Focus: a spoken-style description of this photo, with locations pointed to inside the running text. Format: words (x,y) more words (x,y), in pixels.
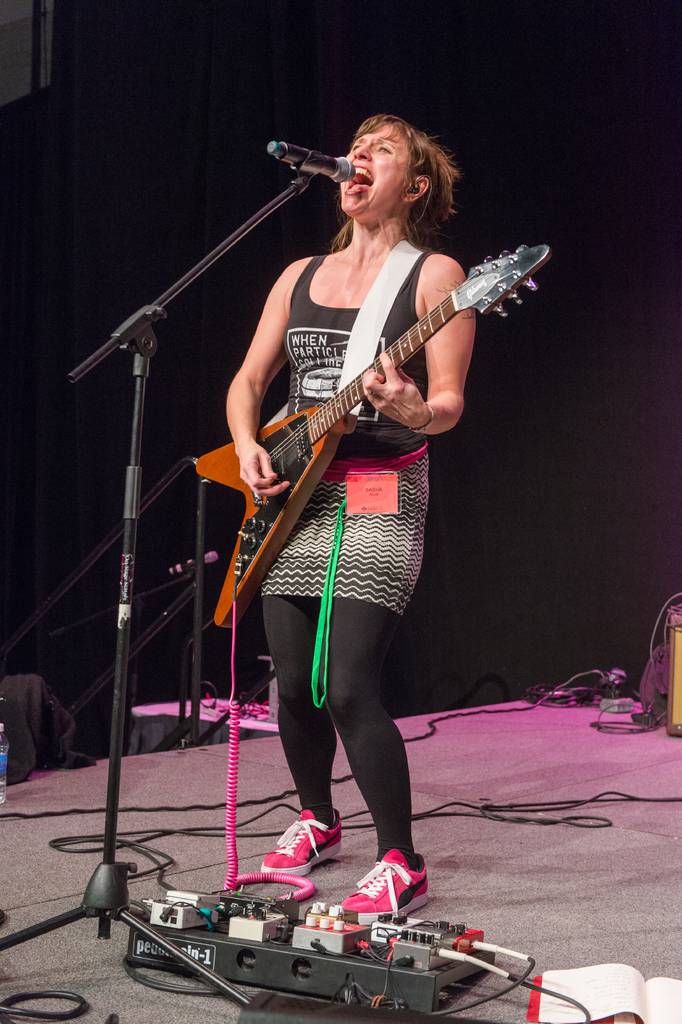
In this image there is a woman (396,524) who is playing the guitar (248,493) and singing with the mic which is in front of her. At the bottom (321,992) there is pedalboard (323,985).
